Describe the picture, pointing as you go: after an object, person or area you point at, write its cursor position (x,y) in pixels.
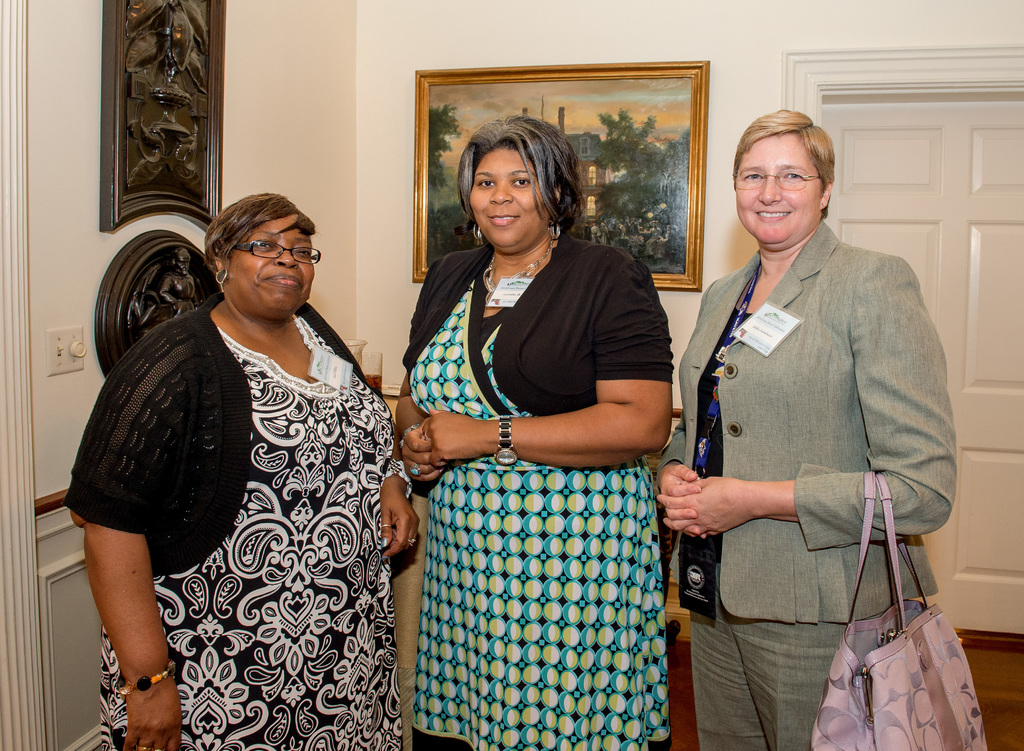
In this picture we can see three people (609,675) and they are smiling and in the background (39,676) we can see a door (1018,561), wall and photo frames (137,67).
